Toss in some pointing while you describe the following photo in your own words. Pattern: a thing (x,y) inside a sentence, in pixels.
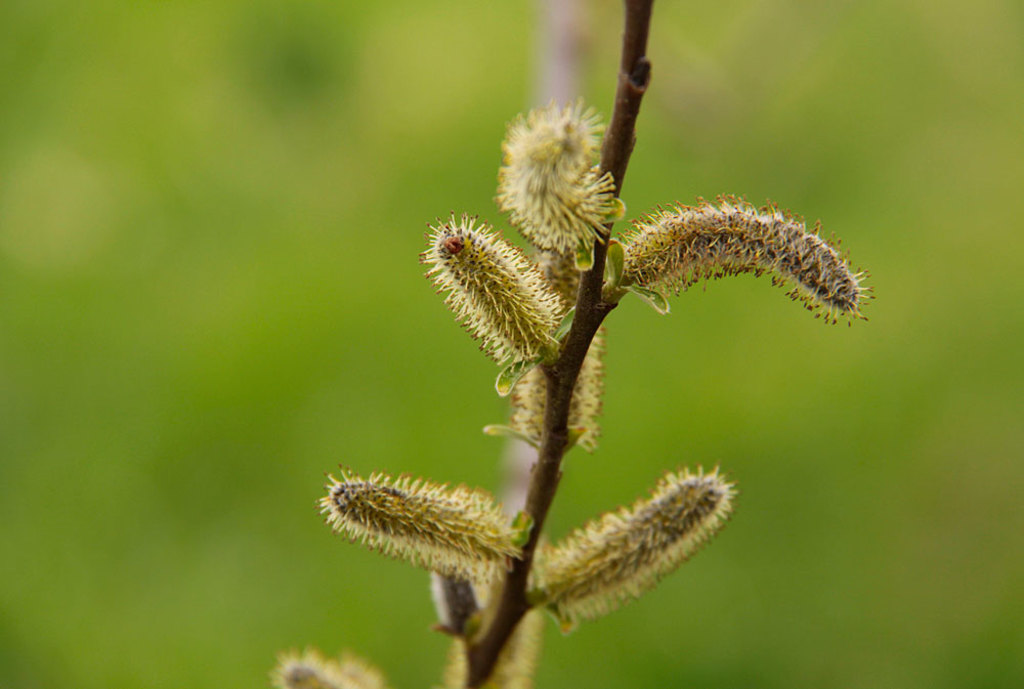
In this image we can see the branch (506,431) of a plant (479,238). Here we can see the catkins (635,250) on the plant (598,549).
